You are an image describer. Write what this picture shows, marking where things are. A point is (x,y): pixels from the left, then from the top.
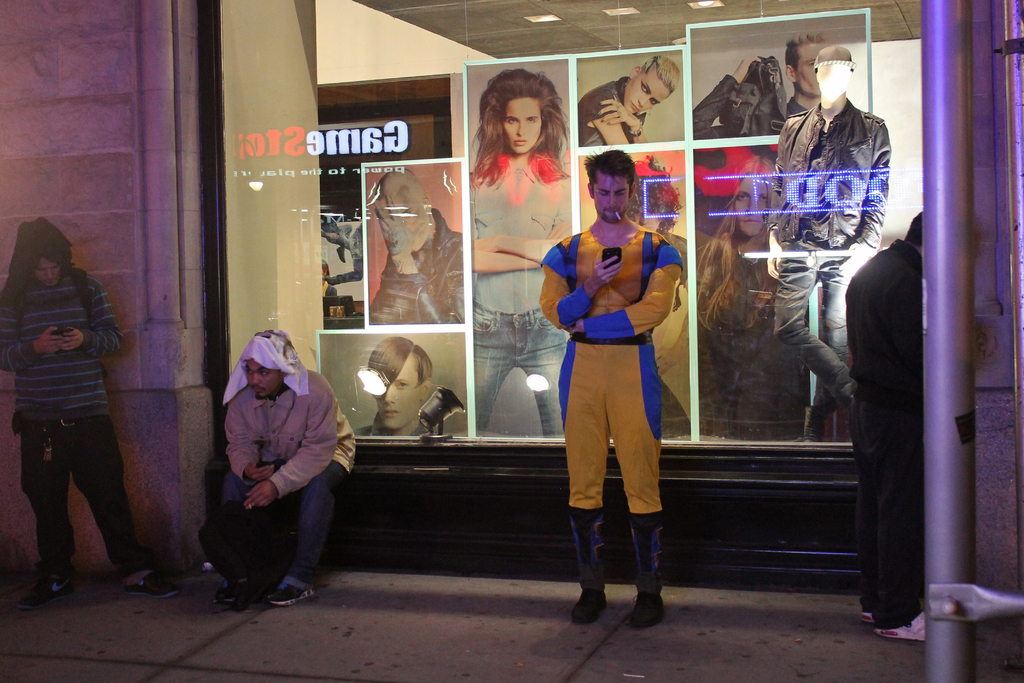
In this image we can see group of persons (909,460) standing on the ground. In the background (808,417), we can see a mannequin (840,215) with clothes (830,299), group of photos (480,211) and some lights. In the foreground (942,608) we can see some poles (961,459).
